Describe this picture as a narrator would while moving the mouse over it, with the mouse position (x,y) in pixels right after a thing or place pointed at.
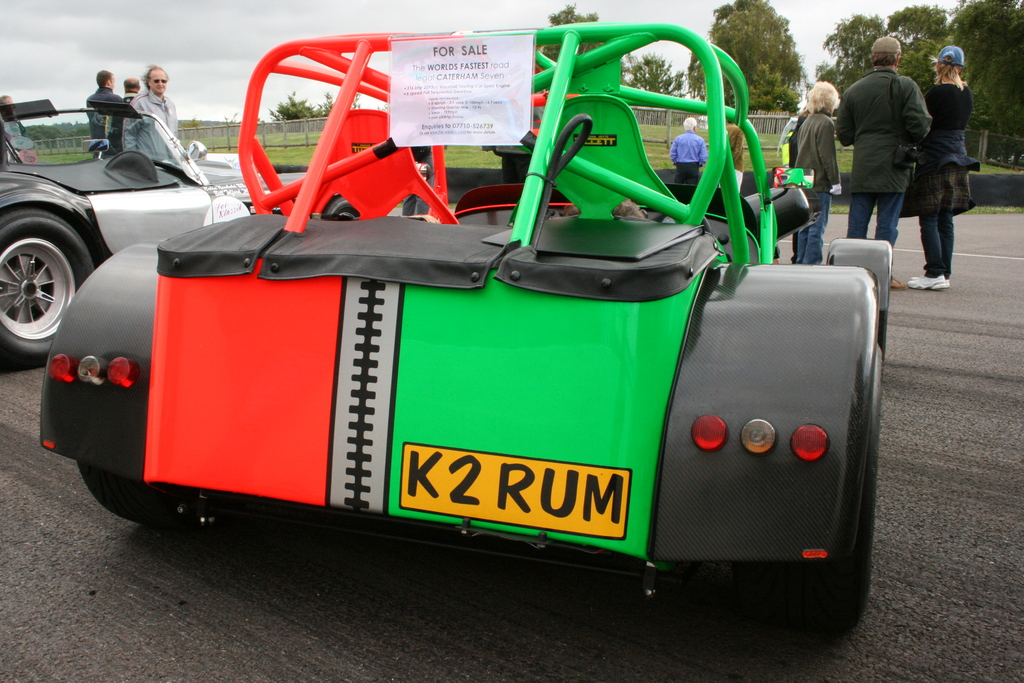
In this image I can see few vehicles (148,326) on the road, in front (636,367) the vehicle (447,330) is in black, green and red color. Background (875,111) I can see few persons (958,100) standing, a railing (238,128) and the sky (113,38) is in white color and trees (924,83) in green color.
